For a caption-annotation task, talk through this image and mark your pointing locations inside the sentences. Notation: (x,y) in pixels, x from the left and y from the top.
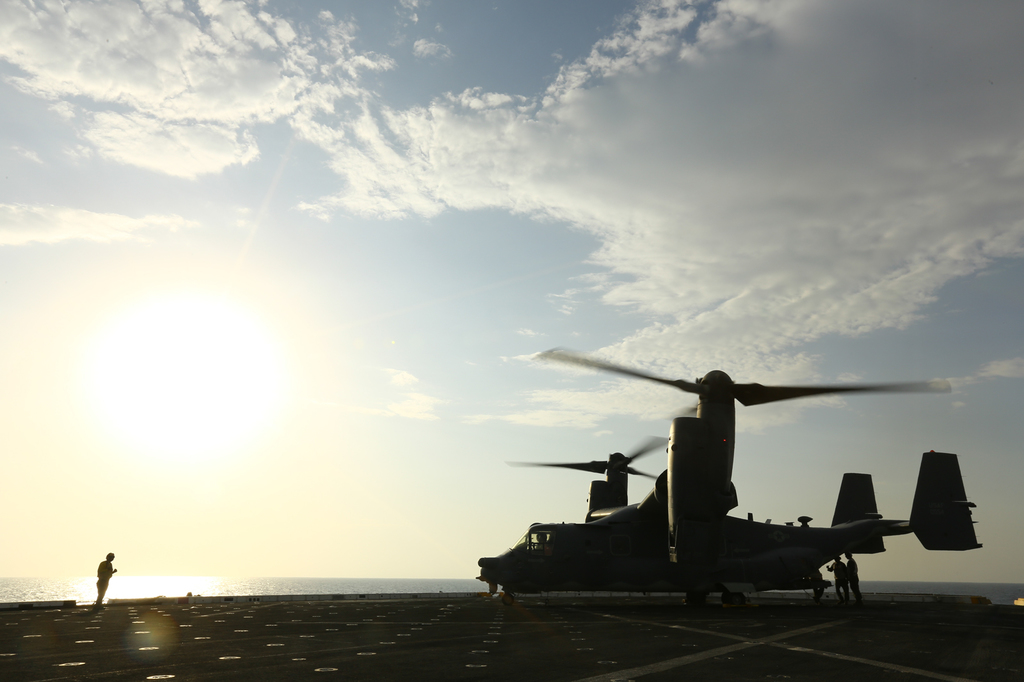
In this picture we can see few people (845,575) and a helicopter (635,513) on the ship (525,597), and we can find water (458,582).
